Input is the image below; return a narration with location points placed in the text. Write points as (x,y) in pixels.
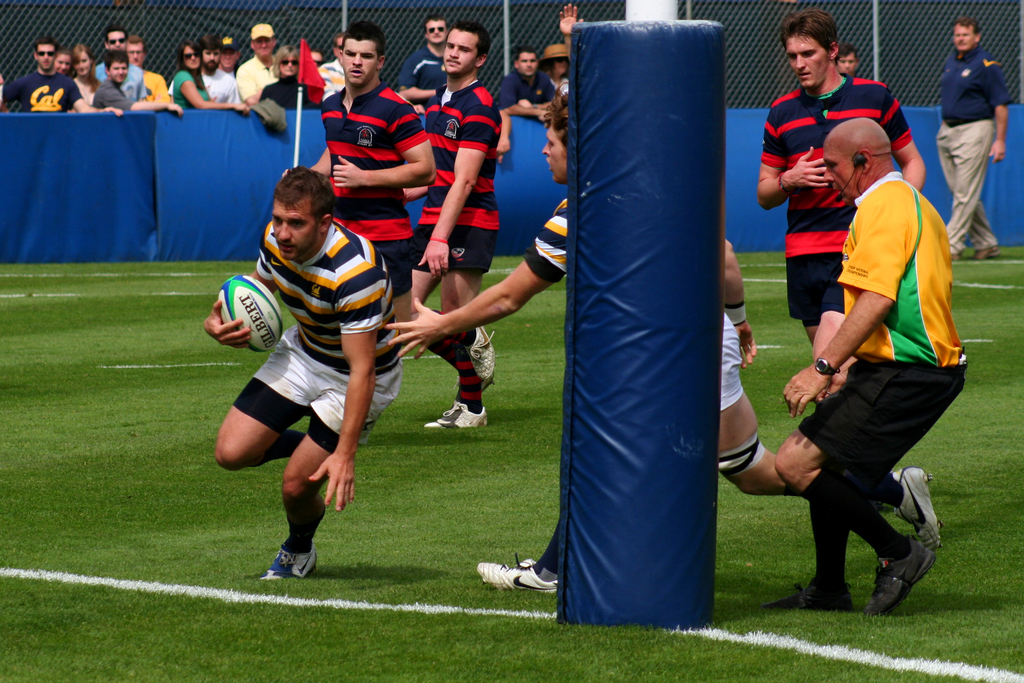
This group of people (419,321) are running, as there is a leg movement. This man (303,366) is holding a ball (271,314). Far few people (528,70) are standing and observing this persons (391,107). Grass (95,449) is in green color. This is flag (320,84). This is a fence (518,22).
